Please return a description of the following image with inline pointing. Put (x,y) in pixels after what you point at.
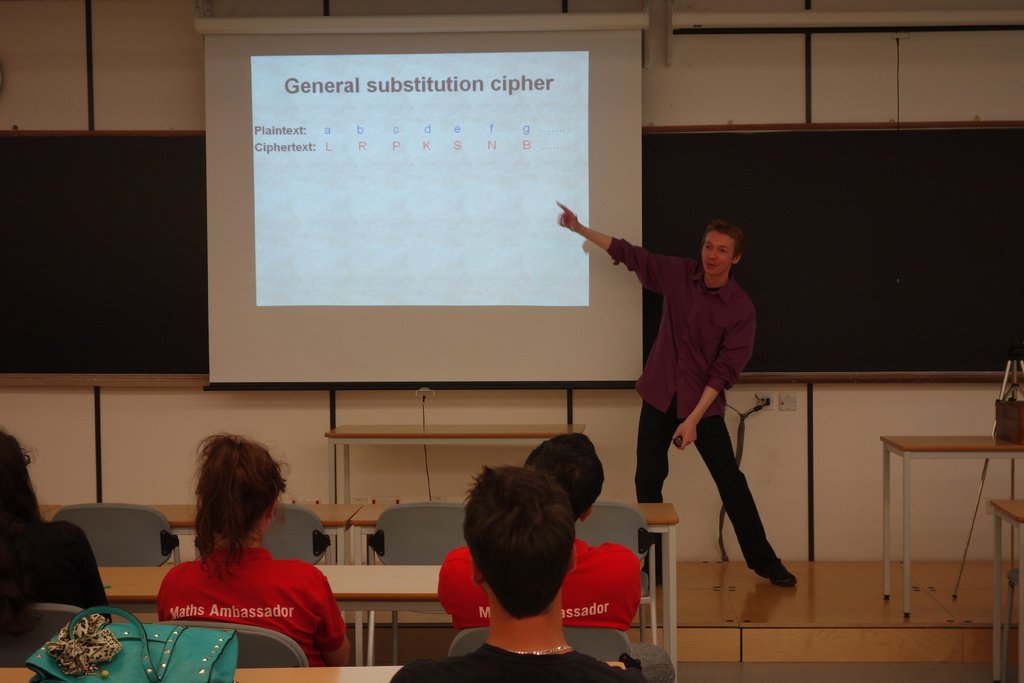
In the center of the image (664,343) a man (663,355) is standing and holding an object (679,443) and explaining something. At the bottom of the image (409,669) some persons (207,592) are sitting on a chair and we can see tables (349,589), bag (196,650) are there. In the middle of the image (377,281) we can see screen (375,218), board (157,225), wall (784,65) are present. On the right side of the image (943,440) tables (962,444) are there. In the middle of the image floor (868,611) is there.
